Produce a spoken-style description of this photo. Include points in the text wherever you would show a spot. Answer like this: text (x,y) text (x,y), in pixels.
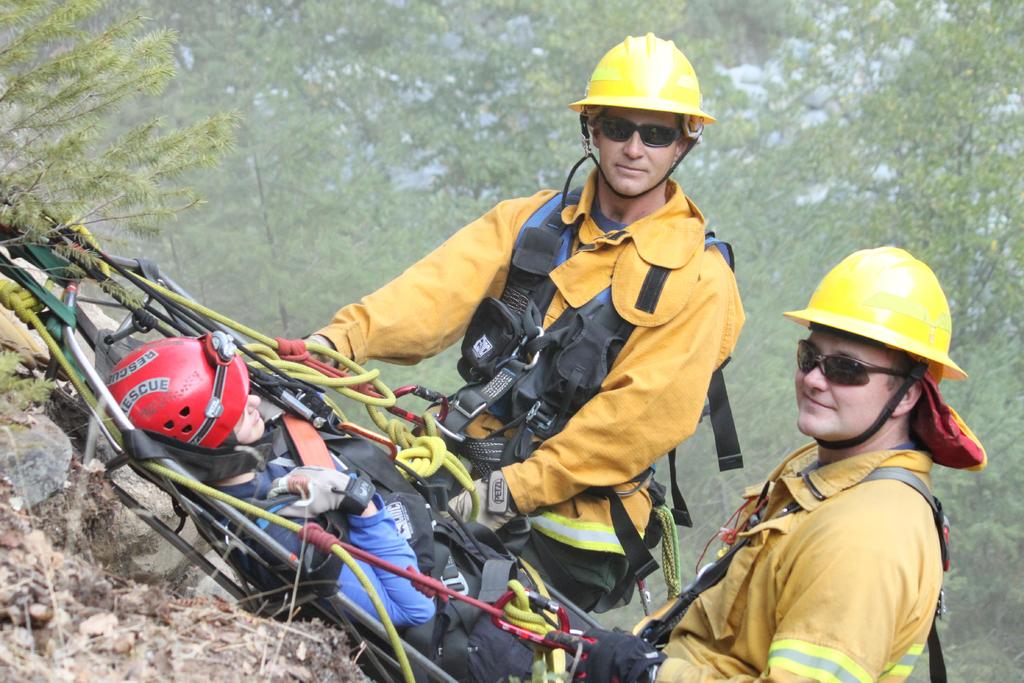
In this picture we can see some people (710,604) are climbing the hill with the help of rope (195,488), there are some trees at back side.
